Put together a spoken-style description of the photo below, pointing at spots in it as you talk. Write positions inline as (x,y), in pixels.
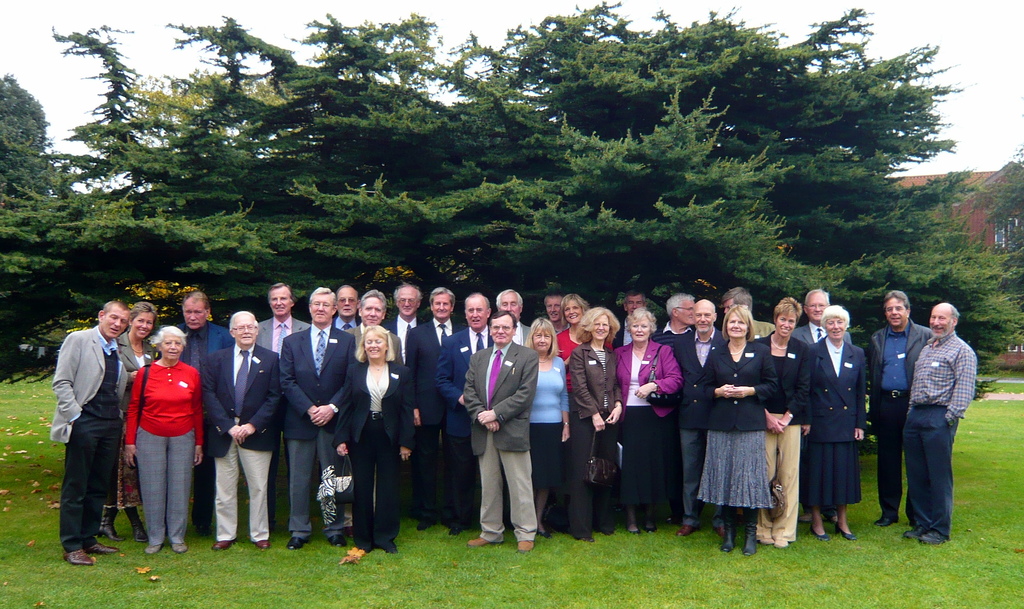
In this picture, we see the group of people (402,389) are standing. All of them are smiling and they are posing for the photo. At the bottom (376,588), we see the grass (366,588). On the left side (30,542), we see the dry leaves (33,485). On the right side (915,179), we see a building (915,179) in brown color. There are trees (284,222) in the background (268,196). At the top (470,37), we see the sky (495,16).
